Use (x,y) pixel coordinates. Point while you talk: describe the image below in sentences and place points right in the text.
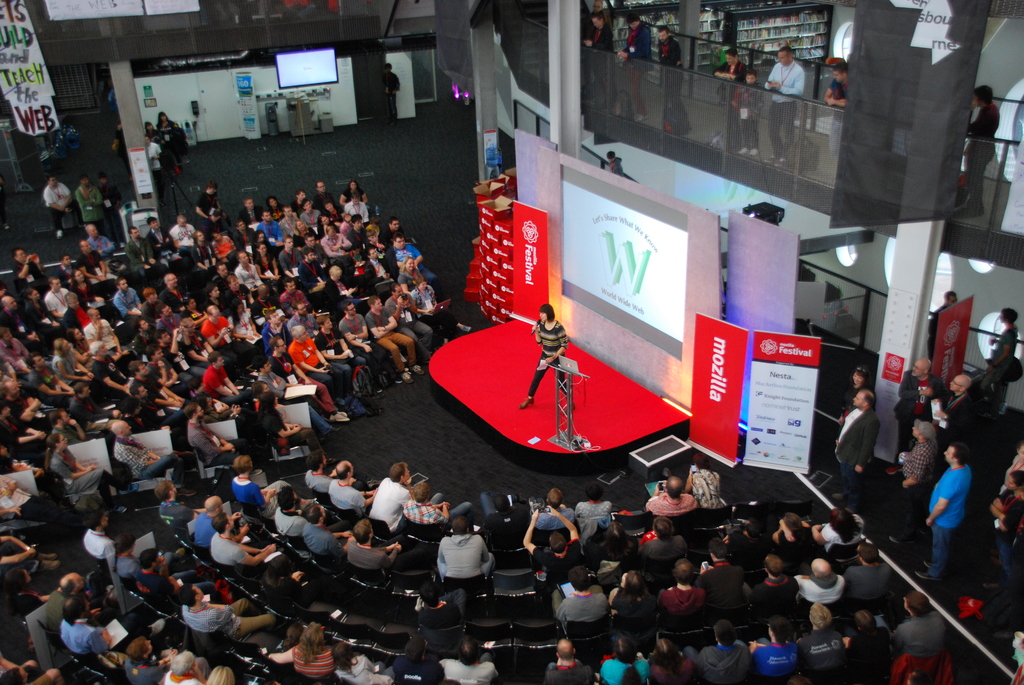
This picture might be taken inside the room (540,397). In this image, on the right side (950,451), we can see few hoardings (955,354) and group of people (959,462) standing. On the left side (63,310), we can also see group of people (274,268) sitting on the chair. In the middle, we can see a person (537,380) holding a microphone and talking. In the background (648,247), we can see some screen (592,226) and a bridge (693,87) and a group of people (770,77) are standing on the bridge (658,145) and some books (788,36) on shelf (824,37), hoardings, pillars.
